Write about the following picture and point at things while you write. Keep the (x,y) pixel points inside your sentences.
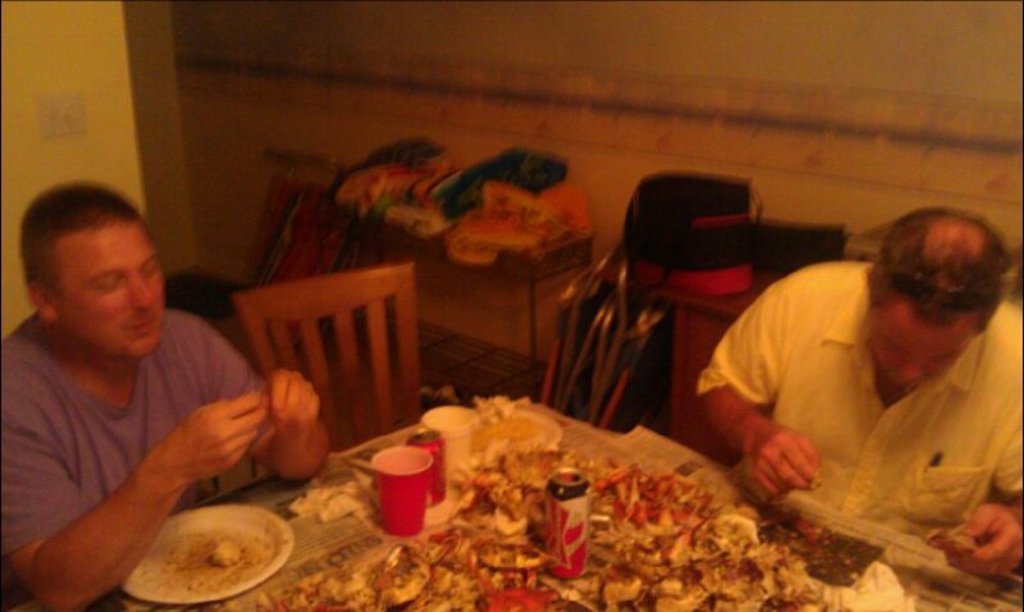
This picture is inside view of a room (534,373). In the center of the image (527,398) we can see a table (661,478). On table (662,450) there is a coke bottle (555,512), glasses (383,495), plate (259,546), paper (762,526) are present. On the left (166,409) and right side of the image (915,419) two persons (975,393) are sitting on a chair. In the background of the image (656,207) we can see the bag (674,241), clothes (521,232), table (546,254), chair (587,284), stand (570,316) are present. At the top of the image (580,44) wall (520,107) is there. In the middle of the image (478,363) floor (450,379) is present.
